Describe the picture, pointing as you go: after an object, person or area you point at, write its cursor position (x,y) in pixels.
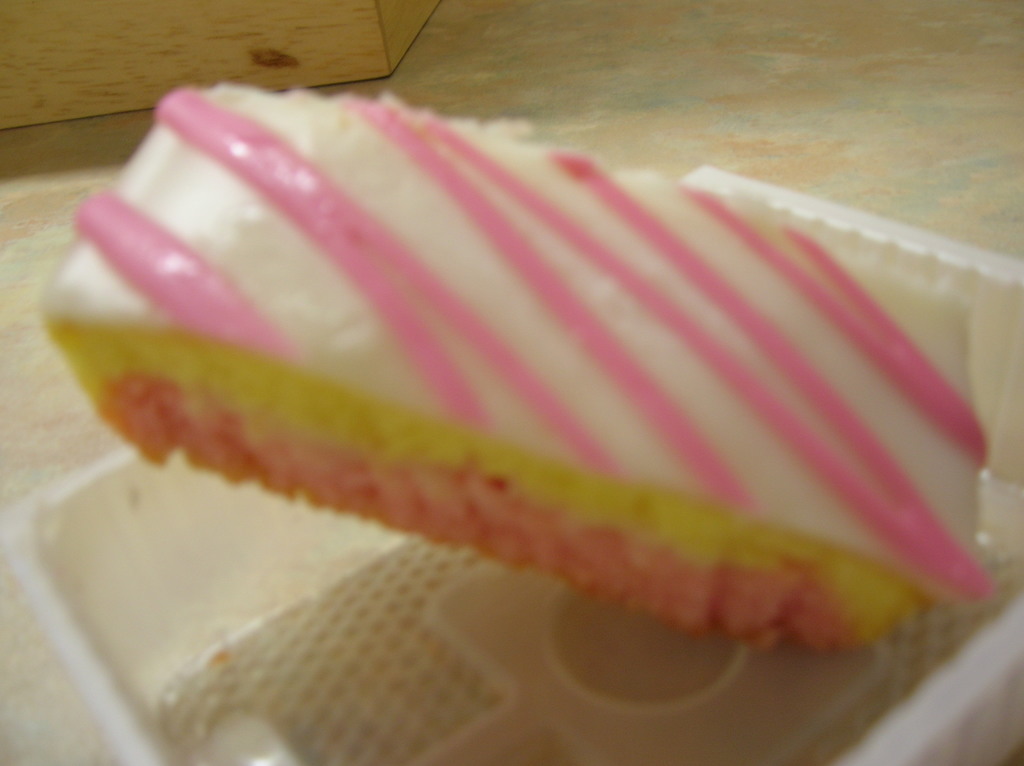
In the picture I can see some food item (579,582) is kept in the plastic container (983,614) which is placed on the surface (593,108). In the background (346,80), I can see the wooden object (190,57).
